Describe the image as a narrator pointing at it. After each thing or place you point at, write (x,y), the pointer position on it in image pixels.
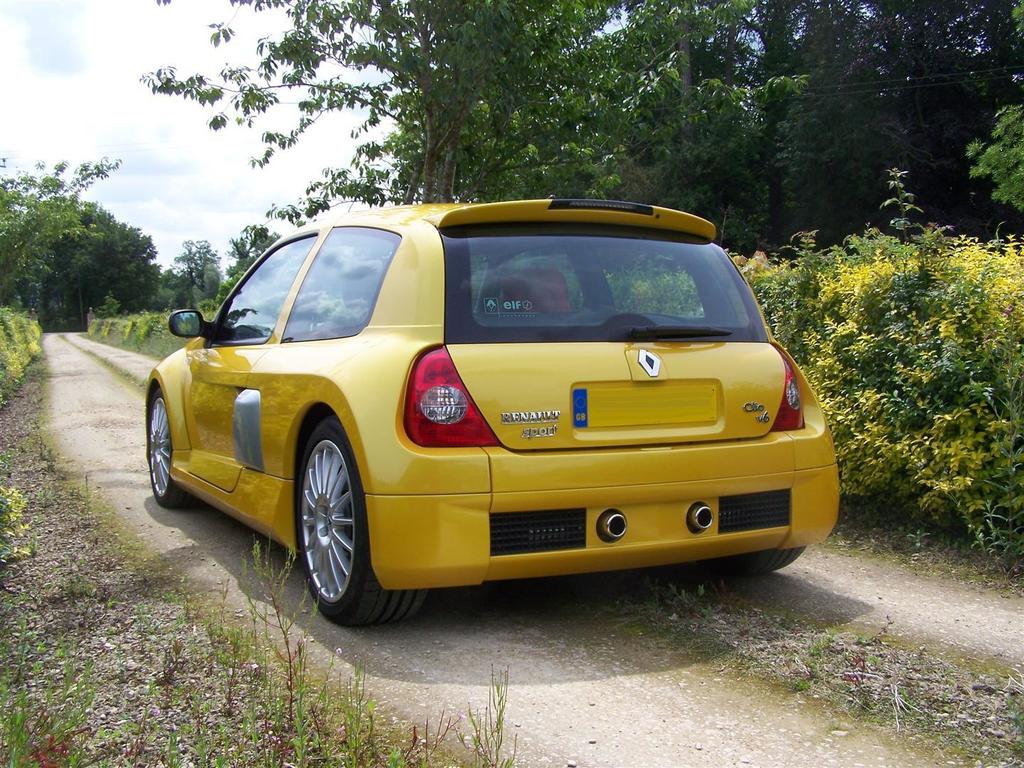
In the image there is a yellow car (493,477) in the middle of the path (380,633) with plants (96,333) and trees (654,61) on either side of it and above its sky (124,103) with clouds (190,177).
